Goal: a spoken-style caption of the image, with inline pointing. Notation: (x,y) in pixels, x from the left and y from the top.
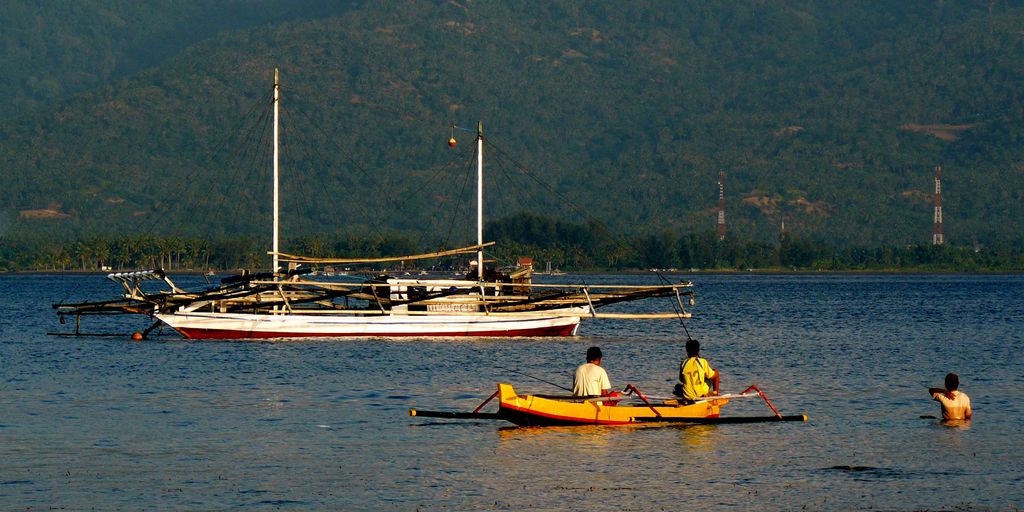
This picture is clicked outside the city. In the foreground (595,361) we can see the two persons (584,369) in the boat (668,407) and we can see a person (955,376) in the water body (983,406). In the center (491,324) we can see the boat (558,303) and some other objects (382,269) in the water body (281,367) and we can see the metal rods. In the background (474,165) we can see the trees (689,218), metal rods (723,188) and many other objects (826,115).
